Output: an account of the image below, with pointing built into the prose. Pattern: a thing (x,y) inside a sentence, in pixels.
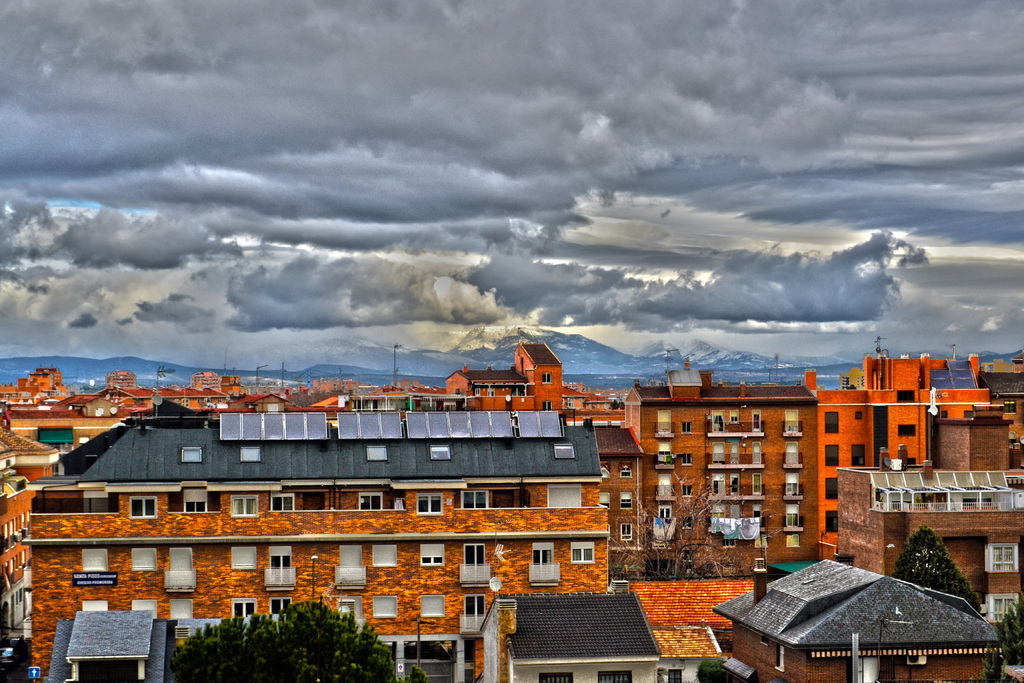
In this image we can see many buildings (268,449) with windows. There are trees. In the background (233,332) there is sky (412,264) with clouds (490,197). Also there are mountains (626,360).
